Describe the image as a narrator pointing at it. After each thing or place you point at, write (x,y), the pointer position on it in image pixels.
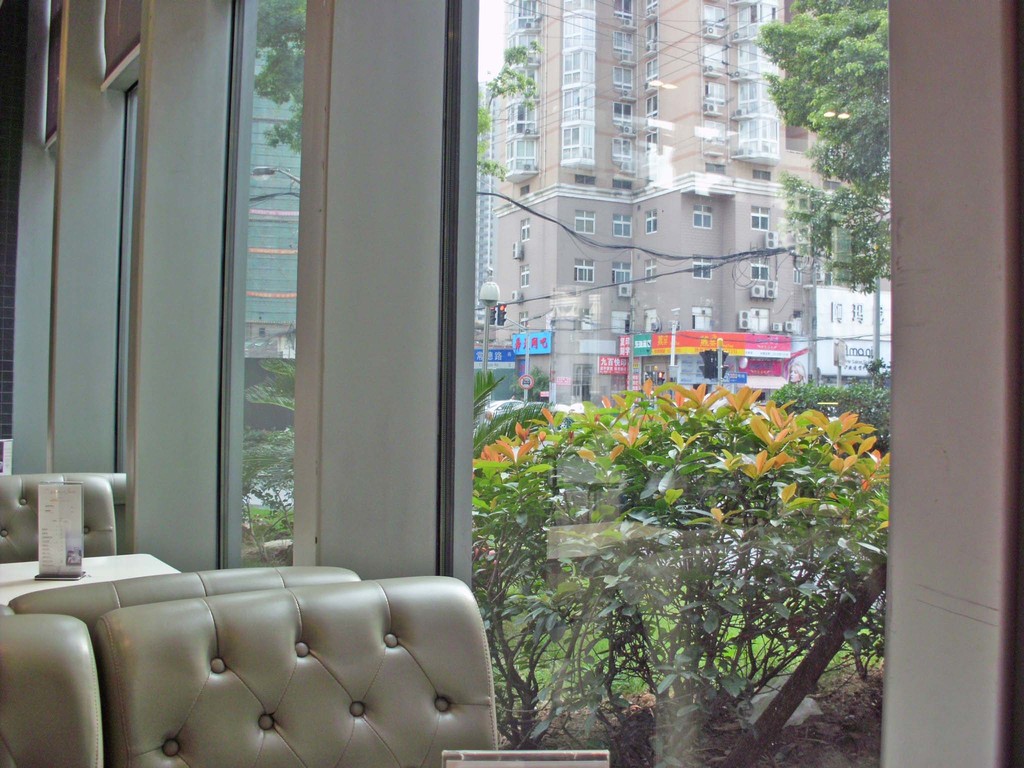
In this image, In the left side (196,683) there is a sofa (264,682) which is in white color, In the background (153,557) there is a white color table (103,566) on the table (119,574) there is a white color board (56,532), In the middle (667,504) there is a glass window (644,485) and there are some plants (679,490) which are in green color, There is a wall (376,443) which is in white color.
